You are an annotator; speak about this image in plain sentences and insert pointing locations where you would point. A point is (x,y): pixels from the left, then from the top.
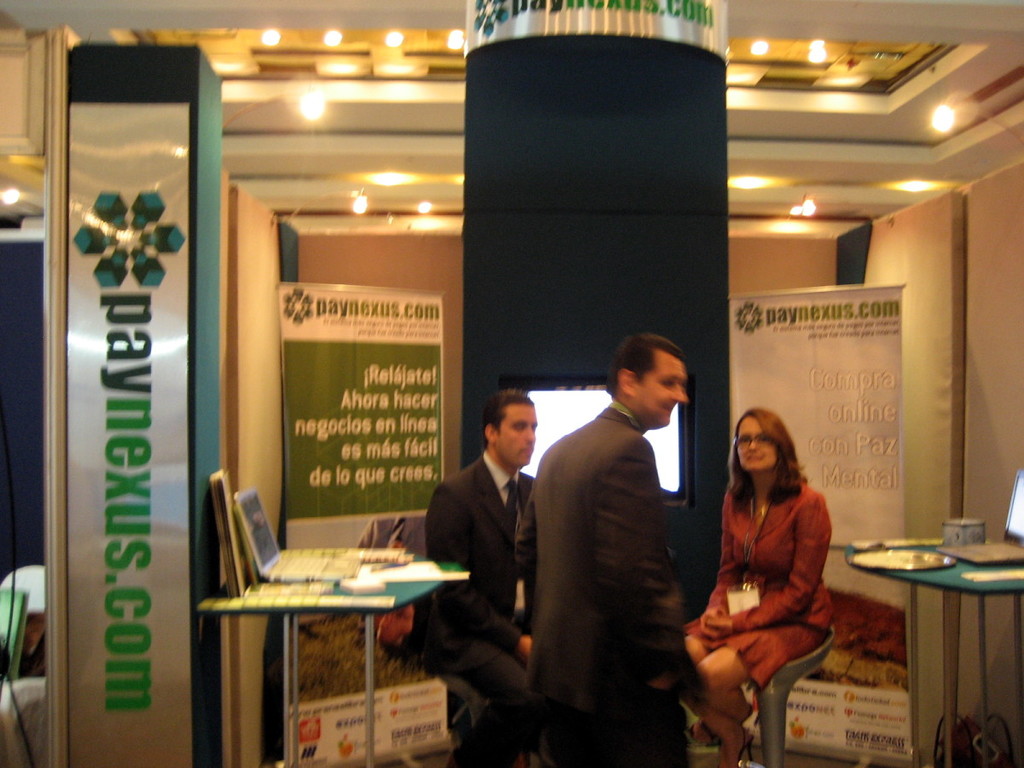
In the image we can see there are people (738,552) who are sitting on chair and a person (612,548) is standing here. On the table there is a laptop (253,537) and at the back (319,445) there are banners (855,447).
